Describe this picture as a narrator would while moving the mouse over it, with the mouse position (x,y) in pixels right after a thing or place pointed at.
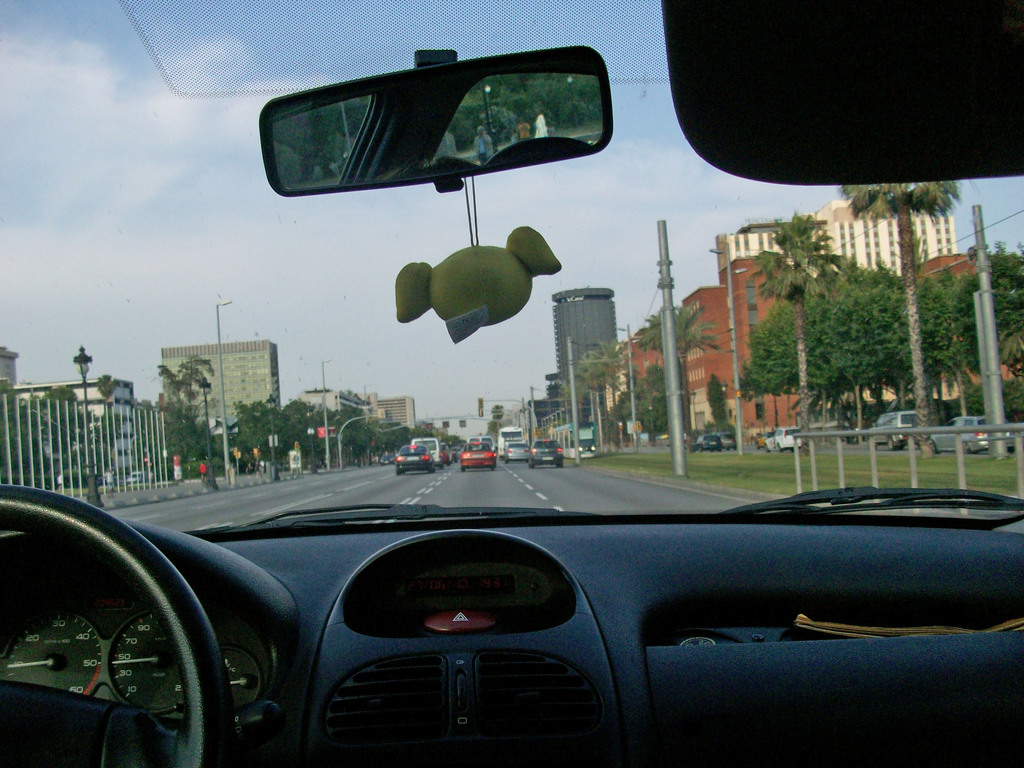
The picture is taken from inside a car (274,624) and in front of the car (169,647) there is a road (408,479), vehicles (462,447), grass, poles (796,449), buildings (930,228) and trees (799,273).
